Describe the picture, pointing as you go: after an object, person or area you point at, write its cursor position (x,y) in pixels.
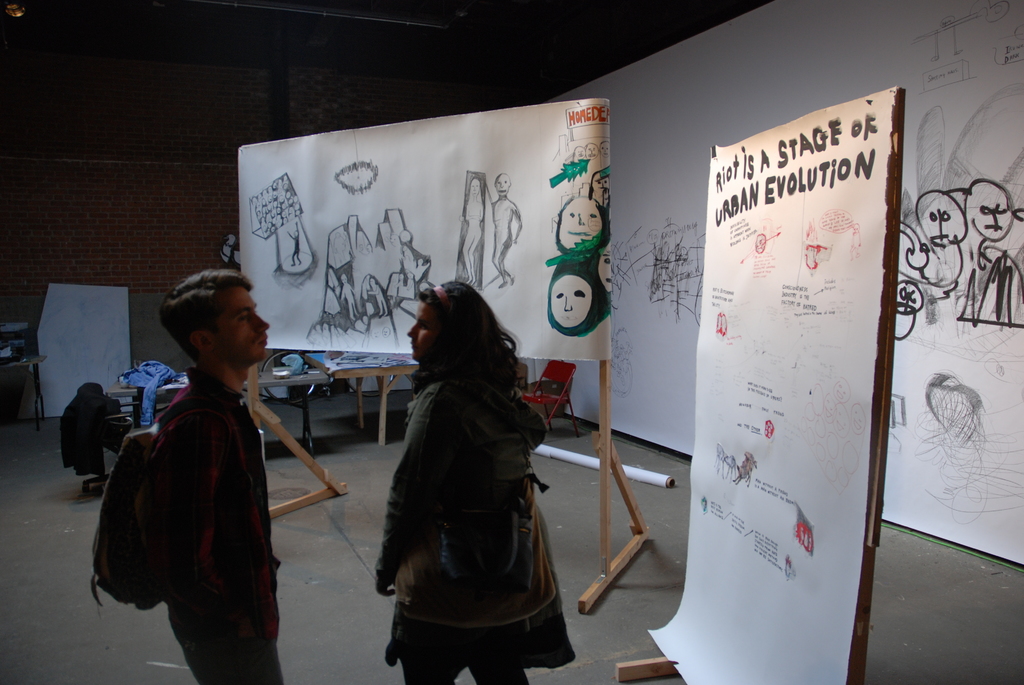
In the image there are two people (527,411) standing. To the left side of the image (227,405) there is a man (207,409) standing wearing a bag (145,430). To the right side of the image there is a lady (433,307) who is wearing a jacket (520,498) is staring at him. In the background (428,276) there is a board (250,169) and a brick wall (255,76). To the right side of the image (828,441) there is a painting (821,443) which is drawn on a board (887,195).
